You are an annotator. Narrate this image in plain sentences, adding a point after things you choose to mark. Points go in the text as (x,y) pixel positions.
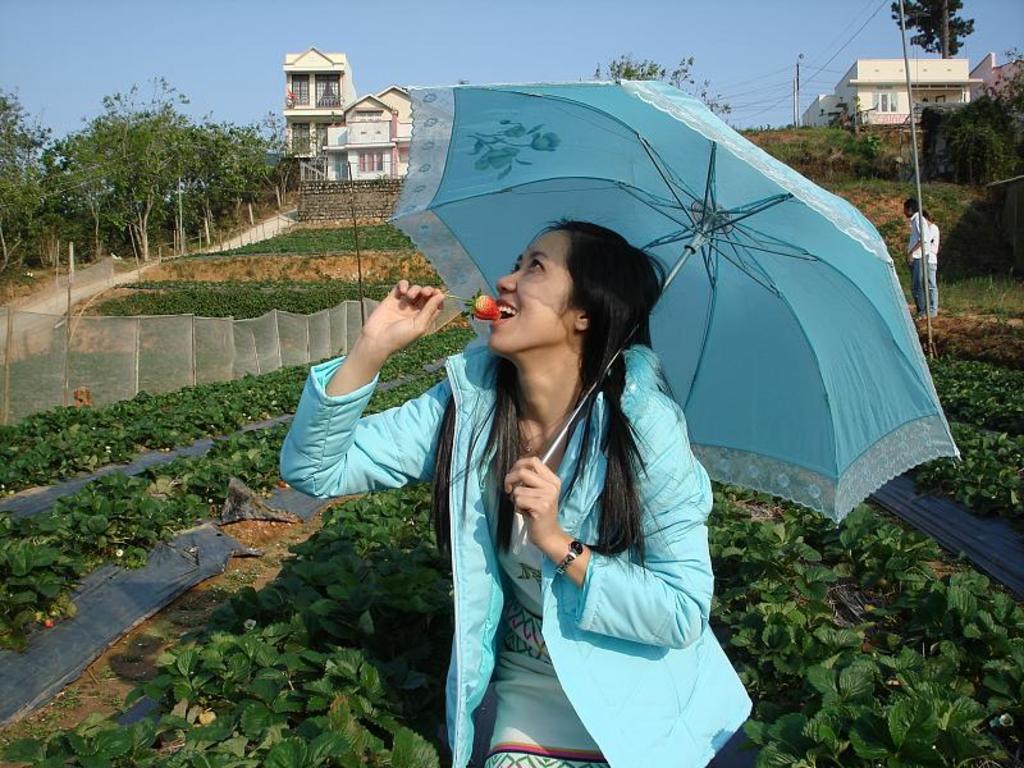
In the center of the image (610,419), we can see a lady (567,482) wearing a coat (639,430) and holding an umbrella (660,319) and a strawberry (467,299). In the background (924,217), there are some other people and poles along with wires (846,45), trees (236,139), buildings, a fence (129,316) and some plants (256,610). At the top (132,44), there is sky (124,29).
